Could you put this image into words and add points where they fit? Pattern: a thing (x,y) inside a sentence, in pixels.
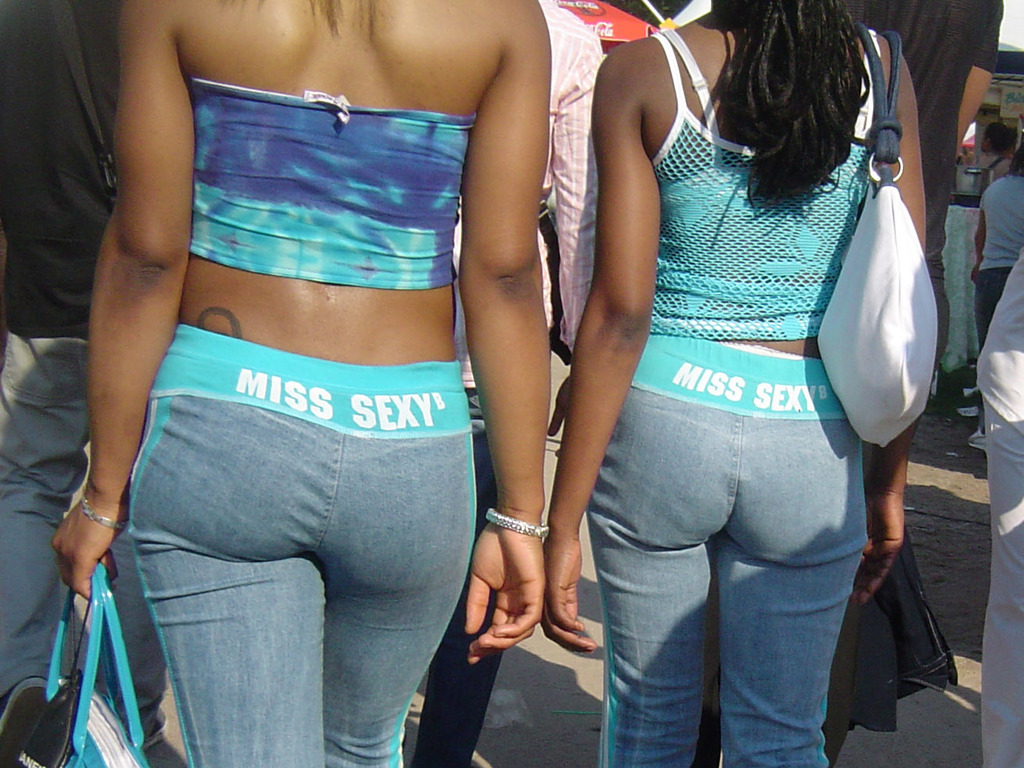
In the picture I can see two women (716,188) standing and there is miss sexy written back of them and there are few other persons (33,78) in front of them.
